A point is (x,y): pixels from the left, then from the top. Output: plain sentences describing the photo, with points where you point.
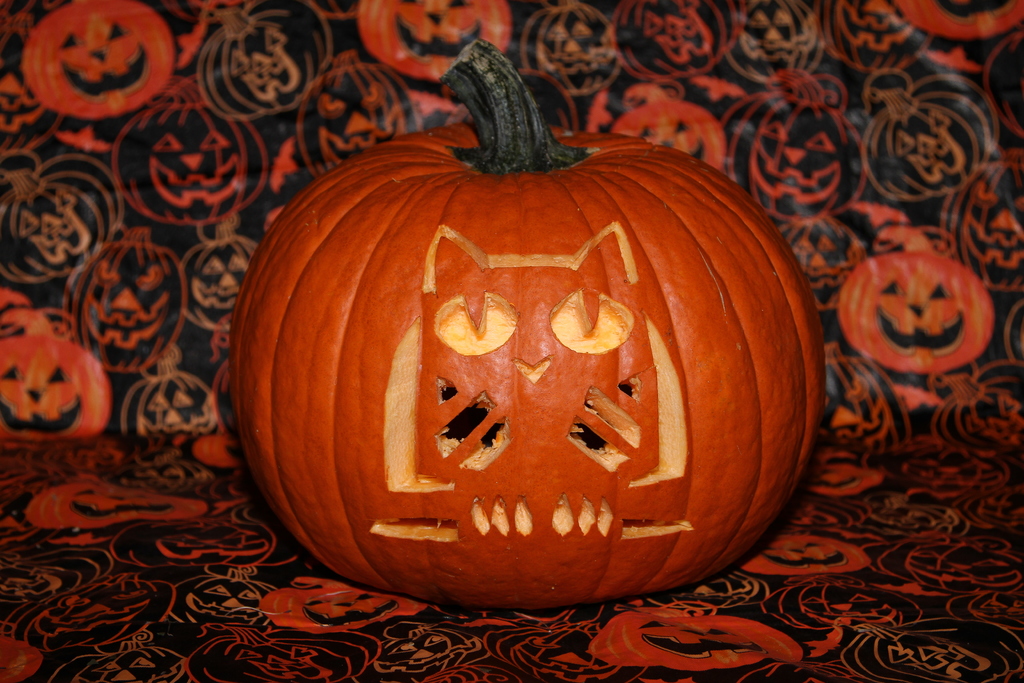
In this image, we can see a pumpkin (784,275). We can see the decorated background (881,242) and the ground (857,550).
